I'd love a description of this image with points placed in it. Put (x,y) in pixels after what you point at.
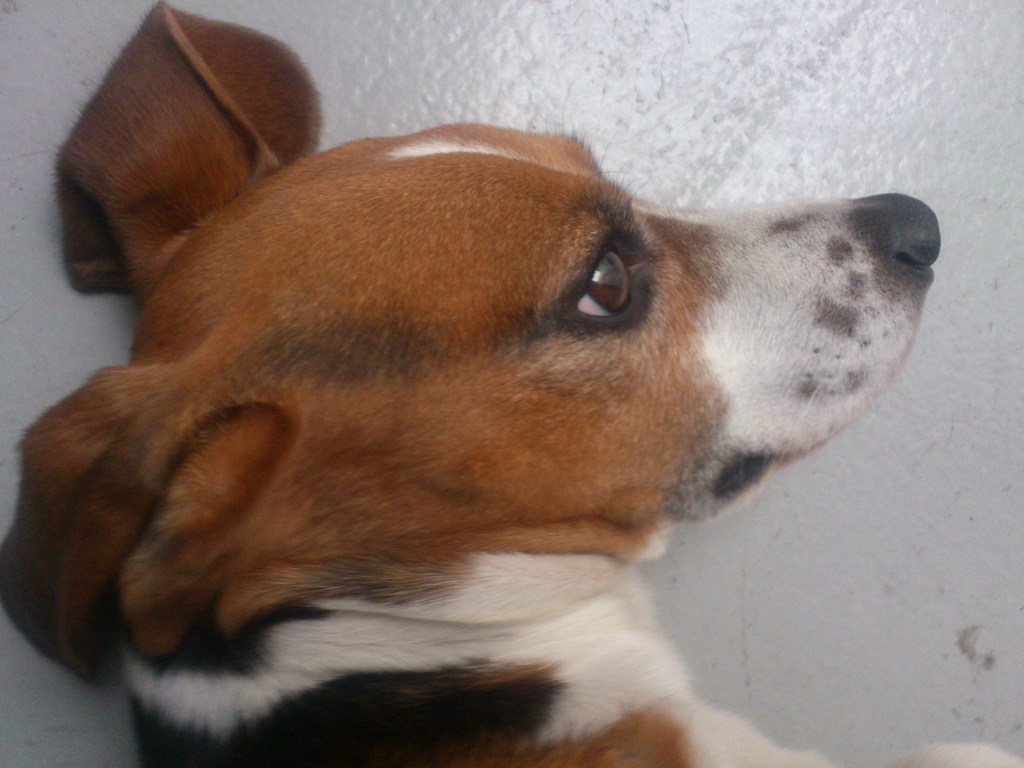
In this picture we can see a dog (795,254) lying on a white surface (840,707).
